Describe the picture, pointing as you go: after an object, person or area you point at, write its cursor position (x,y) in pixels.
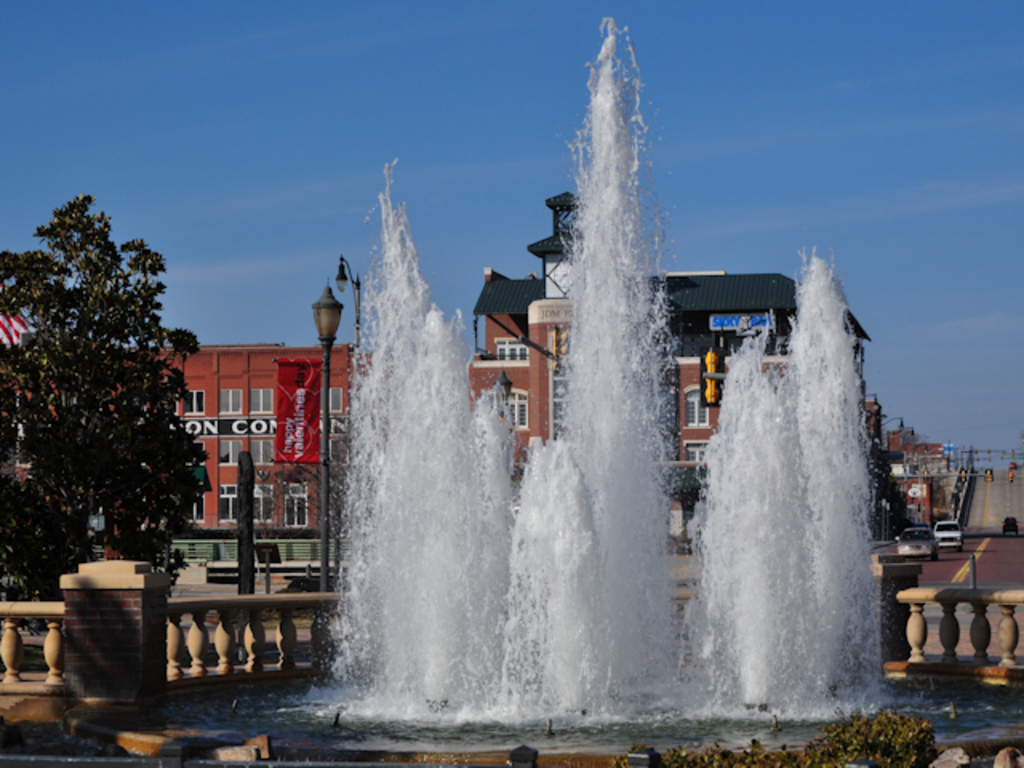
In the foreground of the image (578,602) we can see a water fountain (538,605), a fence (282,633). In the background (253,436), we can see group of vehicles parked on the road (955,561), group of poles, building (208,379), tree (26,381) and sky (364,143).
